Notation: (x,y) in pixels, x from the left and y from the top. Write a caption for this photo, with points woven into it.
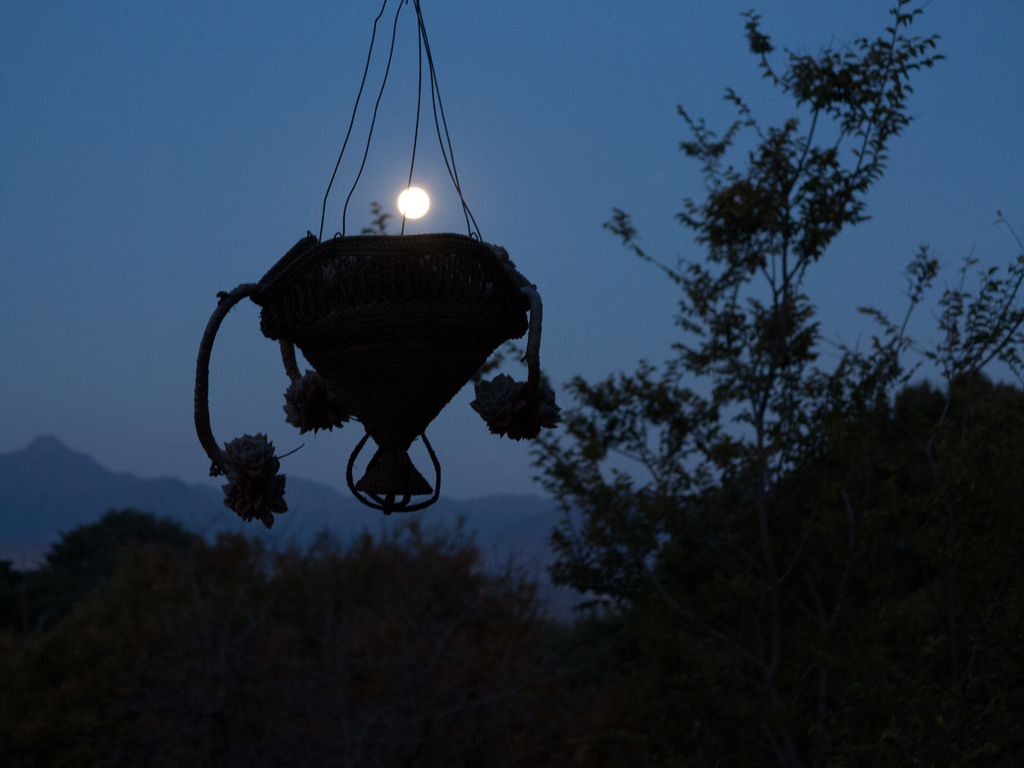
In this image there is a flower pot (431,338) hanging and at the bottom of the image (413,598) there are trees (786,379). In the background (218,497) there are mountains (261,531) and a sky (93,274).
